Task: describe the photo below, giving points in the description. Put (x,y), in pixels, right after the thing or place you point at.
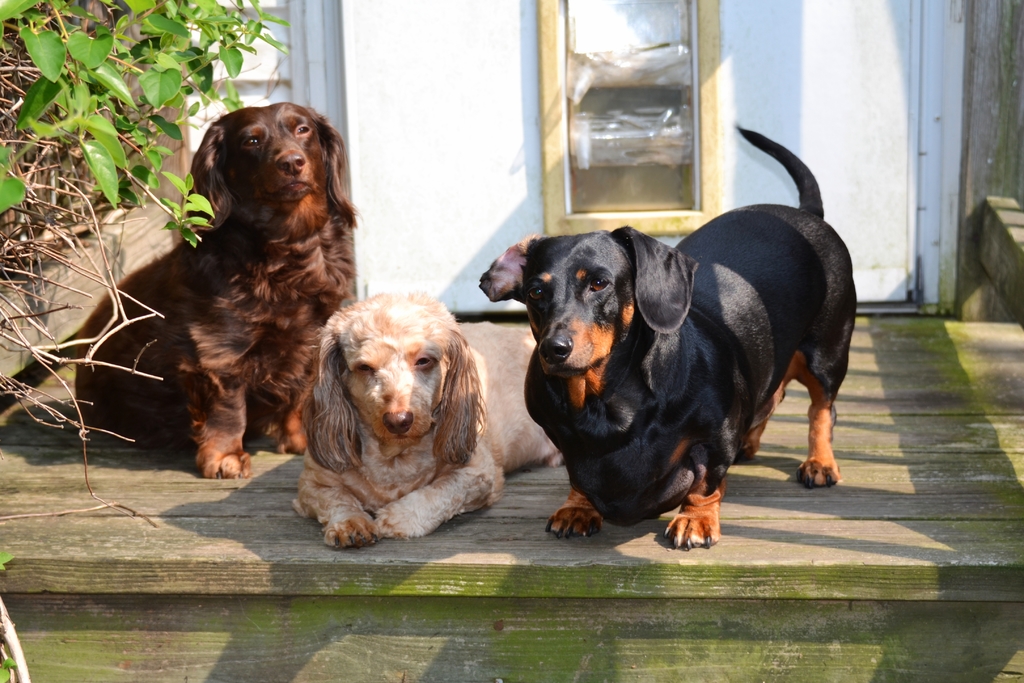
In the center of the picture (571,235) there are three dogs (371,402). On the left (44,164) there are plants (72,113). In the background (519,37) there is a door (601,107). It is sunny.
